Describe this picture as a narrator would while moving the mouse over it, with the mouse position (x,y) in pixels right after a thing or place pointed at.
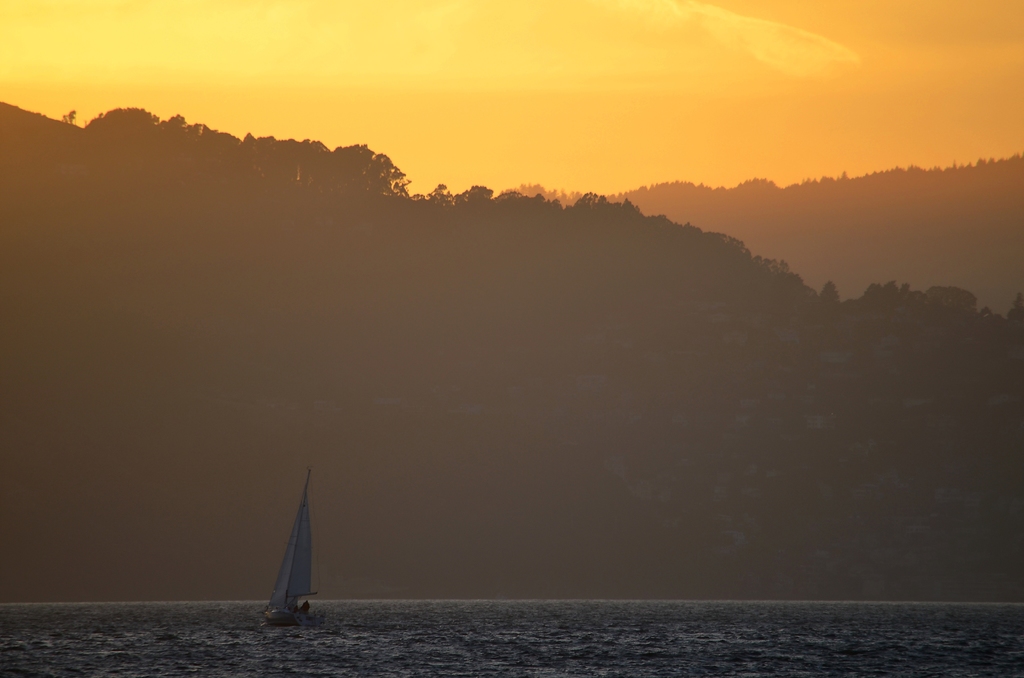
In this image I can see there is a boat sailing on the water (667,624), there are a few mountains (504,252) in the background (558,223) and they are covered with trees (503,239) and the sky (481,76) is clear.
